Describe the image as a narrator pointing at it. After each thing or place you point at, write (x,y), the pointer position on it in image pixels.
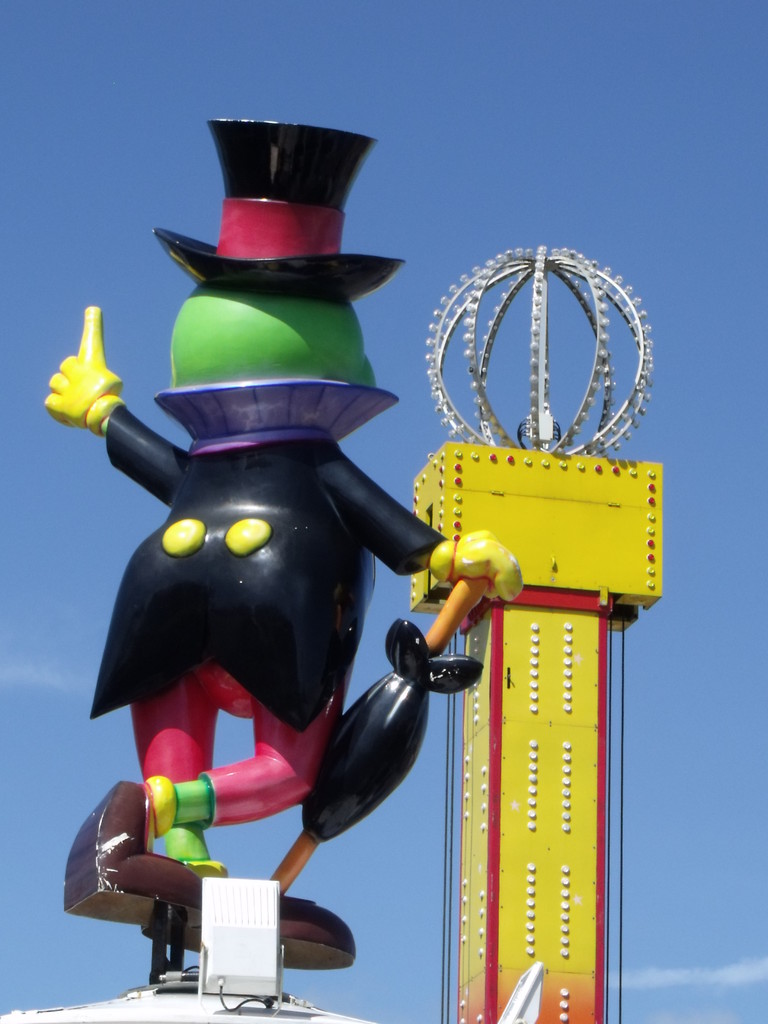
In this image I can see the toy (179,650) in multi color, background (539,693) I can see the tower (529,699) in yellow and red color and the sky (307,79) is in blue and white color.
